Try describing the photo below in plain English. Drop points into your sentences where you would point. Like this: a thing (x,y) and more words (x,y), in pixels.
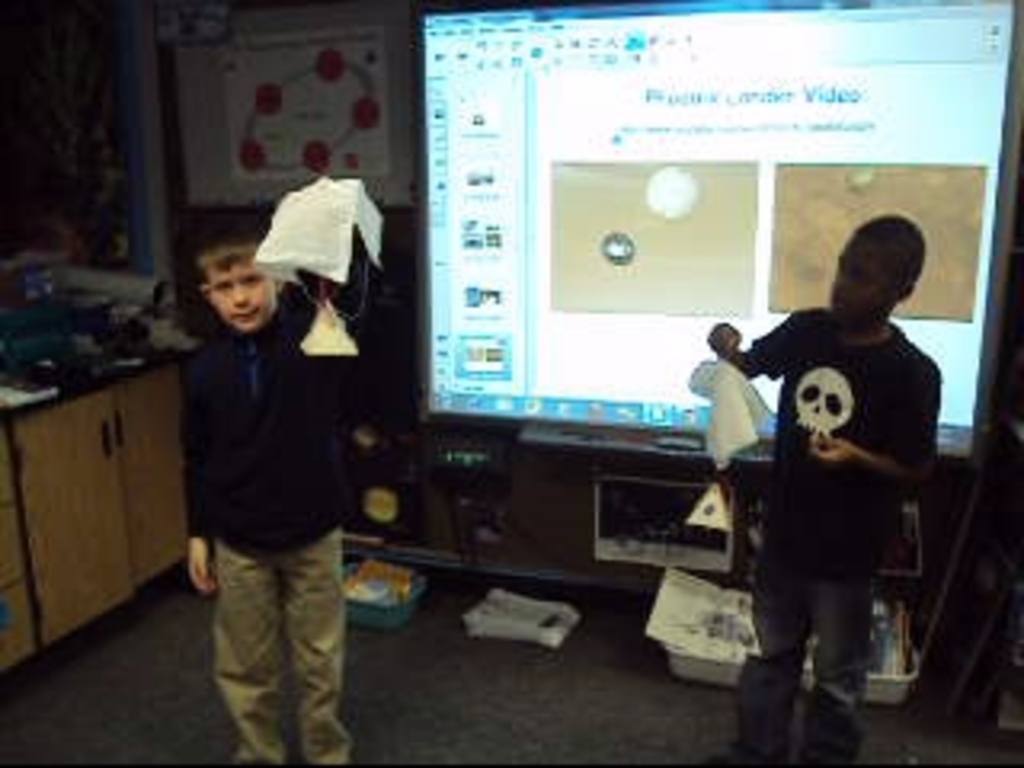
Here we can see two persons (802,395) they were holding napkins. Back of them we can see the screen (584,334). And on the left side (150,499) we can see the cupboard (44,433). And they were surrounded with few objects (62,360).
